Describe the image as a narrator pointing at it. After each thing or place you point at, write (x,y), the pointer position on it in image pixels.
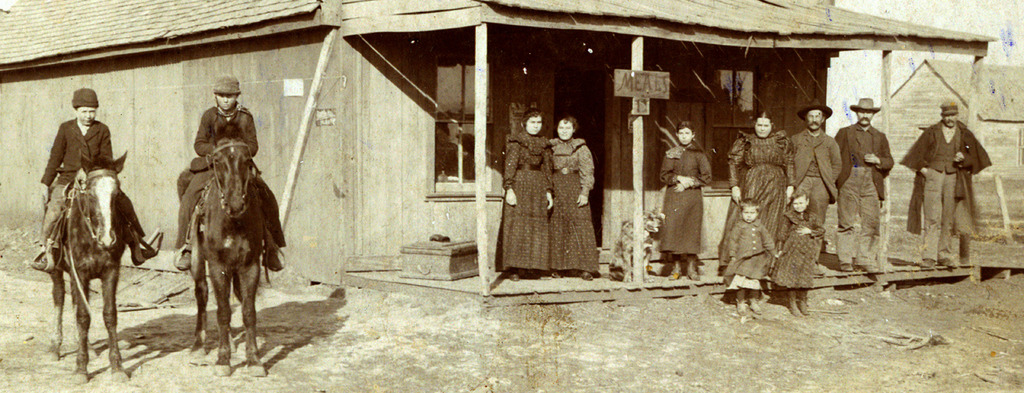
In this image there are some houses (1014,175) and some people (580,212) are standing, and on the left side (157,240) there are two persons (269,234) sitting on horses (218,234) and also there are some wooden poles (479,40), board (662,88) and windows (460,82) and some other objects (432,254). At the bottom (98,300) there is a walkway (140,293).
